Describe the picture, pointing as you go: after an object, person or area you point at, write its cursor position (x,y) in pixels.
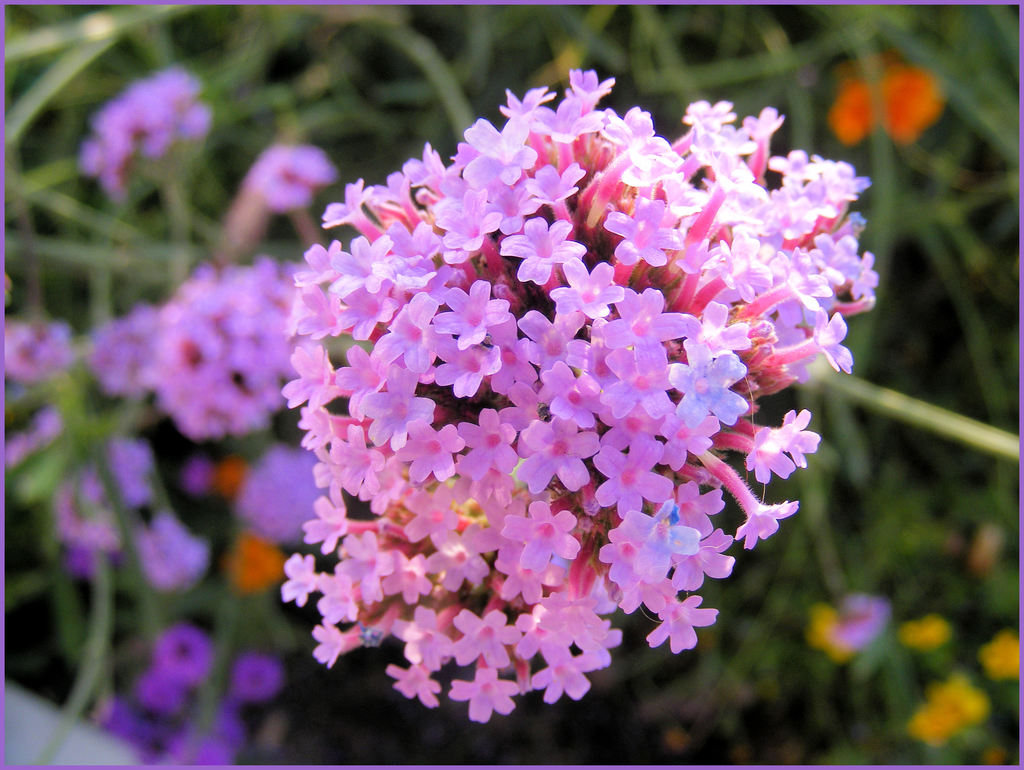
In this picture, we can see plants (669,271), flowers (700,268), and the blurred background (909,247).
